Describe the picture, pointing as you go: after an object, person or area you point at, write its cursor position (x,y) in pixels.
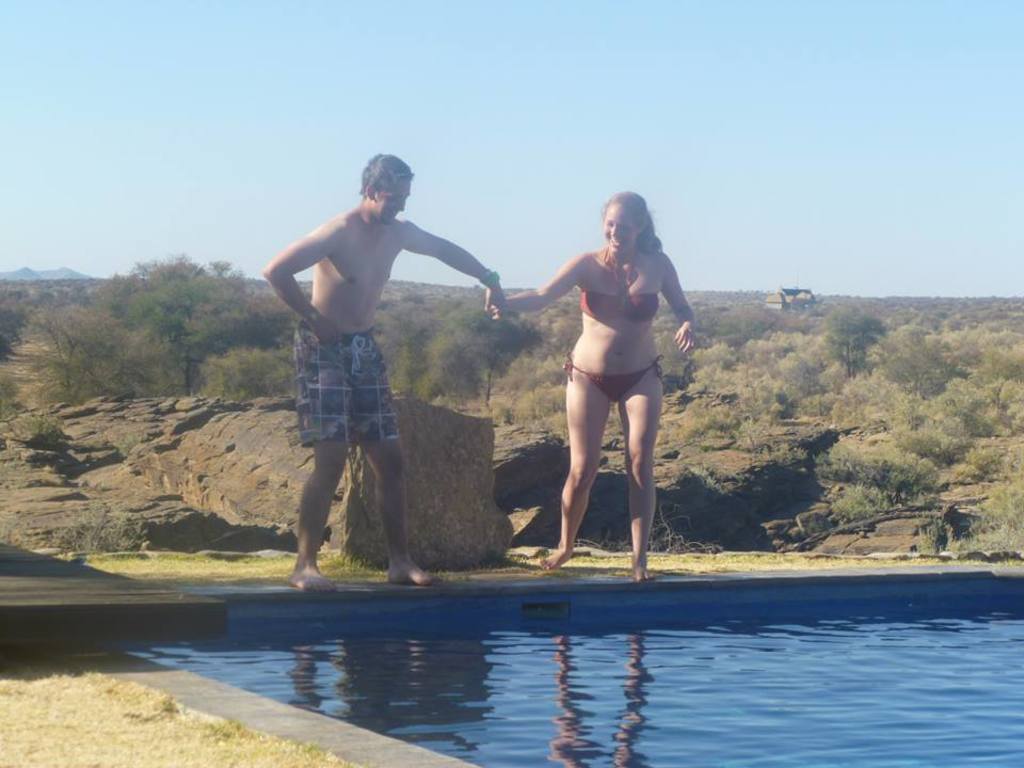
There is a person (351,261) in a short (361,339) smiling, standing and holding a hand (505,308) of a woman (647,229) who is in brown color bikini (625,311) and is smiling and standing on the floor (853,572) near a swimming pool (928,652) which is having blue color water (637,686). In the background (763,430), there are rocks (53,449) on the hill (157,451), there are trees (418,288) and plants (900,344) on the ground (800,346) and there is blue sky (554,75).
